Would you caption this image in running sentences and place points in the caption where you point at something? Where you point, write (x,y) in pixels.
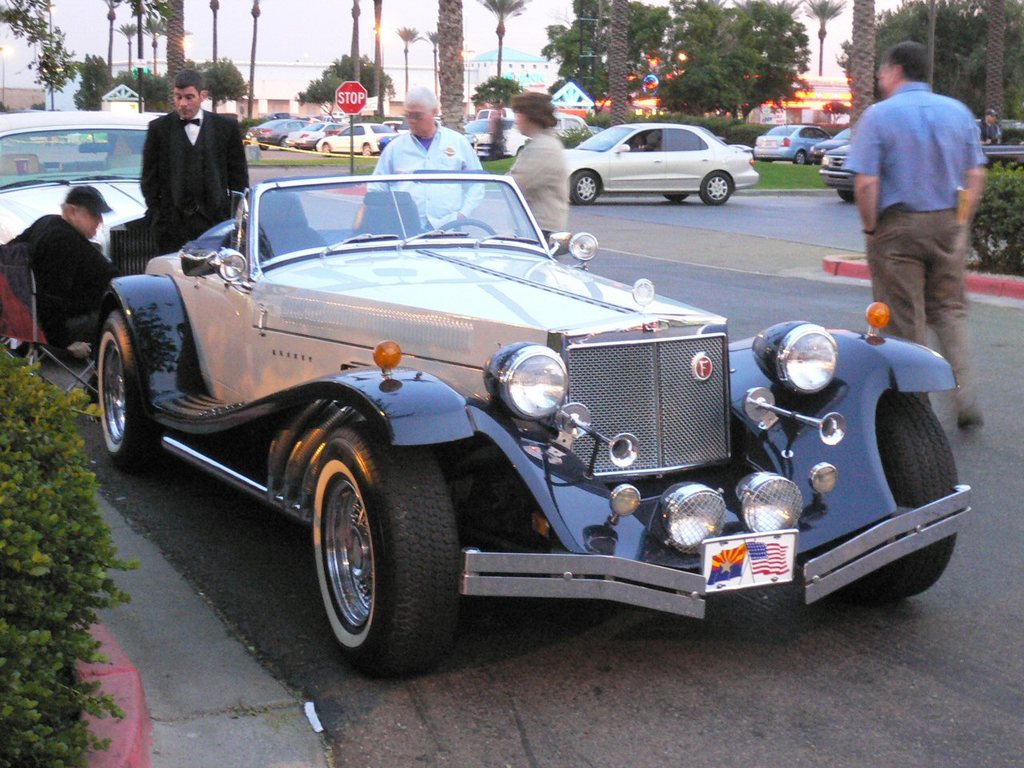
In this picture I can observe some cars (666,149) on the road (622,205). In the middle of the picture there are some people (520,174) standing on the road (571,264). In the background (239,57) I can observe trees (175,47) and sky (297,39).
